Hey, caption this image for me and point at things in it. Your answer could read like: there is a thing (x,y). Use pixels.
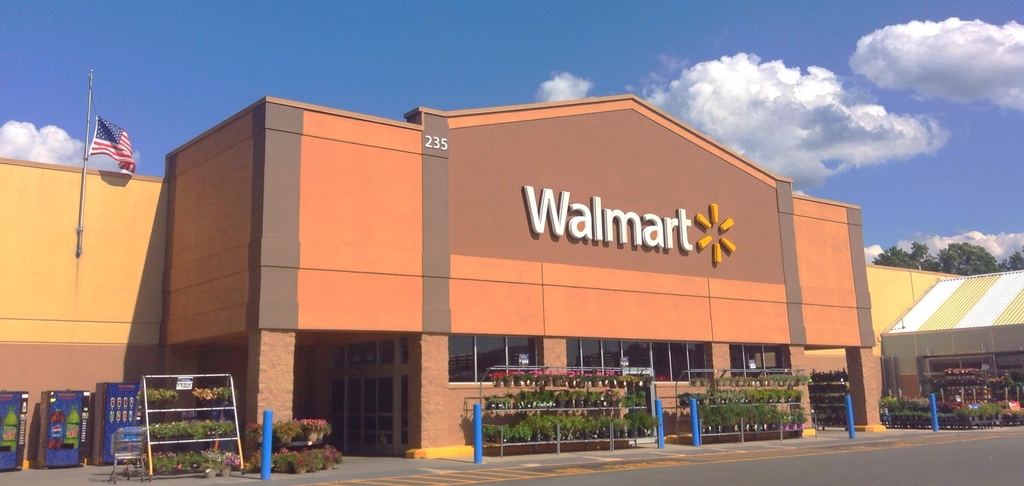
Here we can see plants (629,425), flowers (954,386), machines (110,429), cart (133,442), flag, shade (934,306), trees (983,258), and a building (355,284). Here we can see a road (845,460). In the background (753,135) there is sky (720,90) with clouds (753,135).
